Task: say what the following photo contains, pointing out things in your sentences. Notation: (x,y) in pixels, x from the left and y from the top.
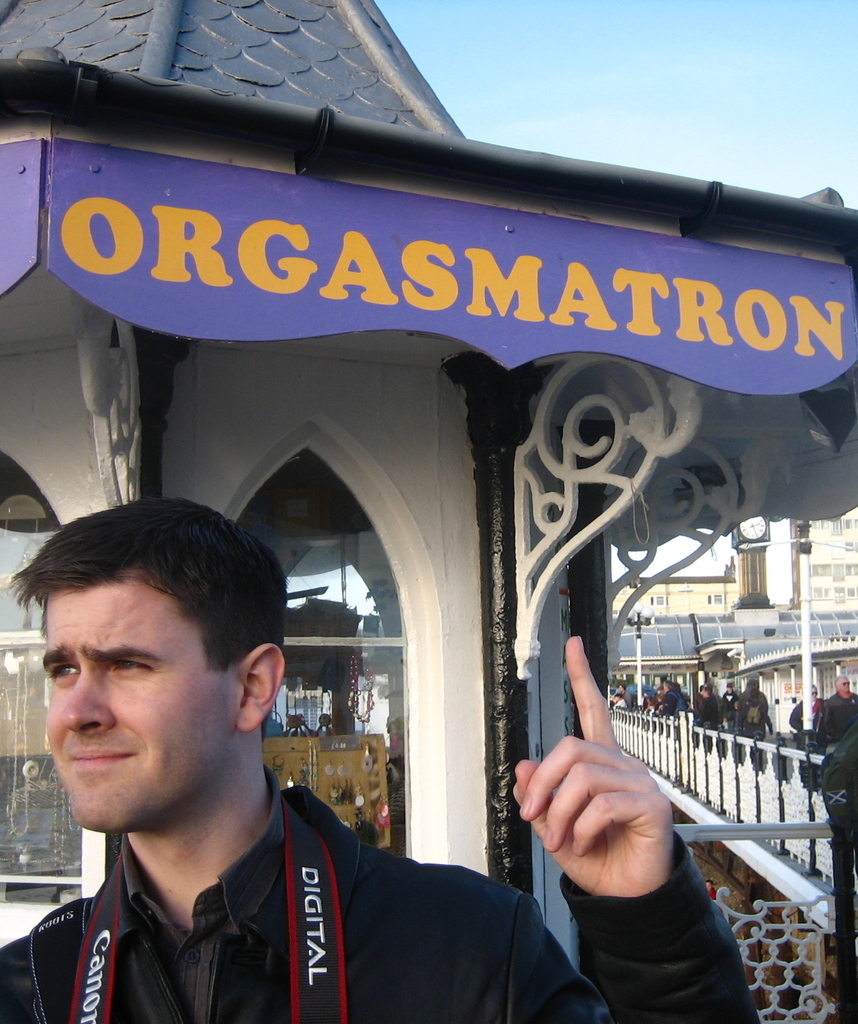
In the image we can see a man (346,896) wearing clothes (471,912), this is a building (495,465), fence (690,740), window (391,743) and a sky (673,39). We can see there are even other people (745,702).
